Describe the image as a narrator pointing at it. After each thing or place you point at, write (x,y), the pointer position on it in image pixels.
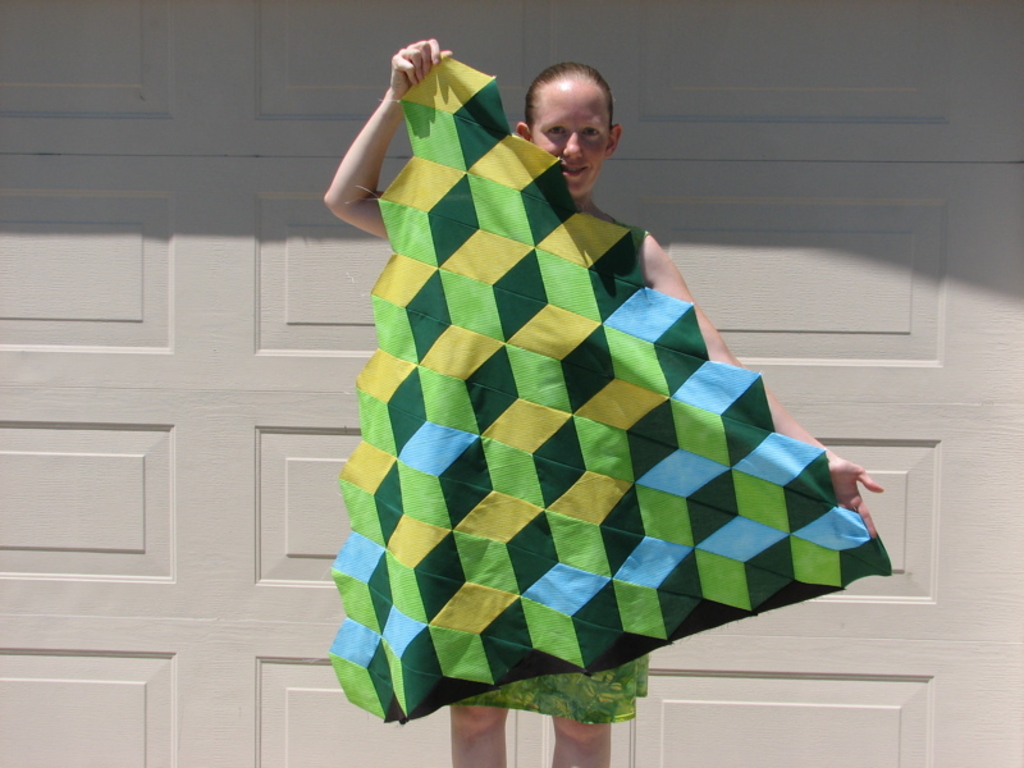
In this image, in the middle (668,338), we can see a woman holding a cloth (758,581) in her two hands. In the background (1003,756), we can see a white color wall (830,597).
